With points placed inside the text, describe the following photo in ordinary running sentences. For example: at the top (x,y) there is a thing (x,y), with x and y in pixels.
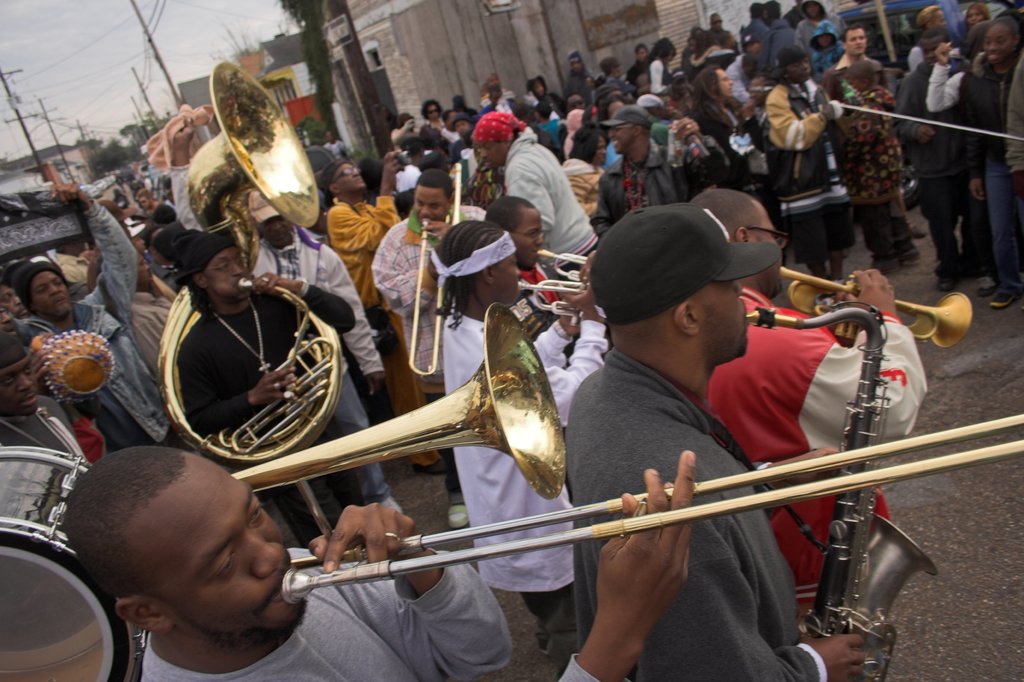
This is the picture of a city (344,256). In the foreground (281,267) there are group of people (592,596) standing and playing musical instruments (129,646). At the back (347,198) there are group of people (586,131). At the back (14,116) there are buildings (28,168), trees (320,60) and poles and there are wires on the poles (28,117). At the top (94,88) there is sky (109,53). At the bottom (970,609) there is a road (980,403).
